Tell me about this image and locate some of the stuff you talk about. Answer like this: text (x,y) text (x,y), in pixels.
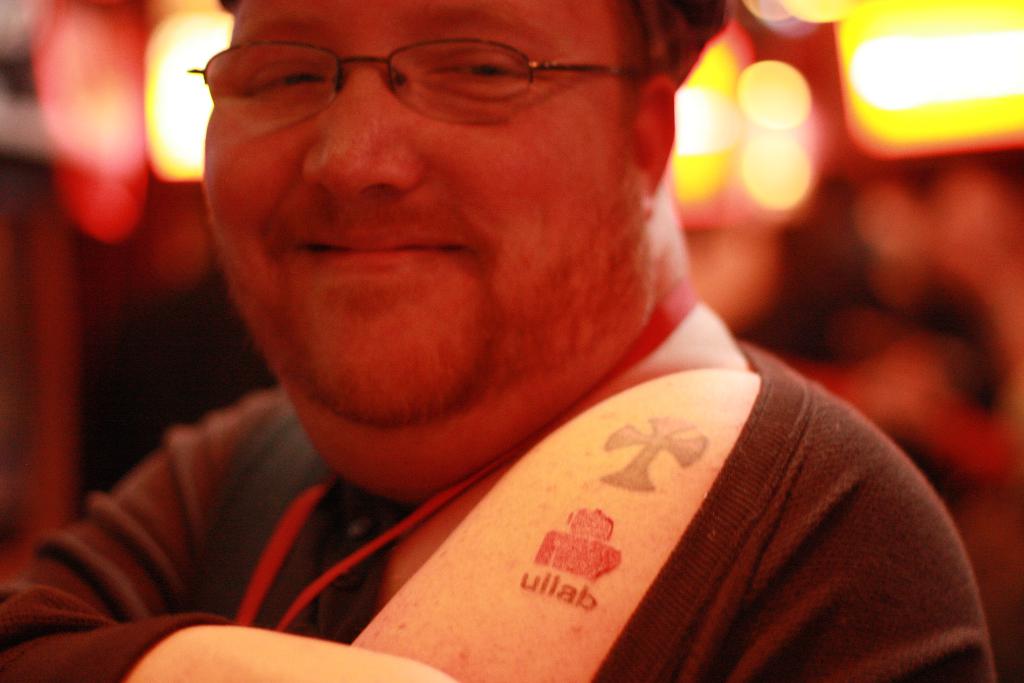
This is a zoomed in picture. In the foreground (648,536) there is a man (520,260) wearing spectacles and smiling. The background of the image (989,107) is blurry and we can see the lights (799,161) and some other objects (765,239) in the background (860,334).
